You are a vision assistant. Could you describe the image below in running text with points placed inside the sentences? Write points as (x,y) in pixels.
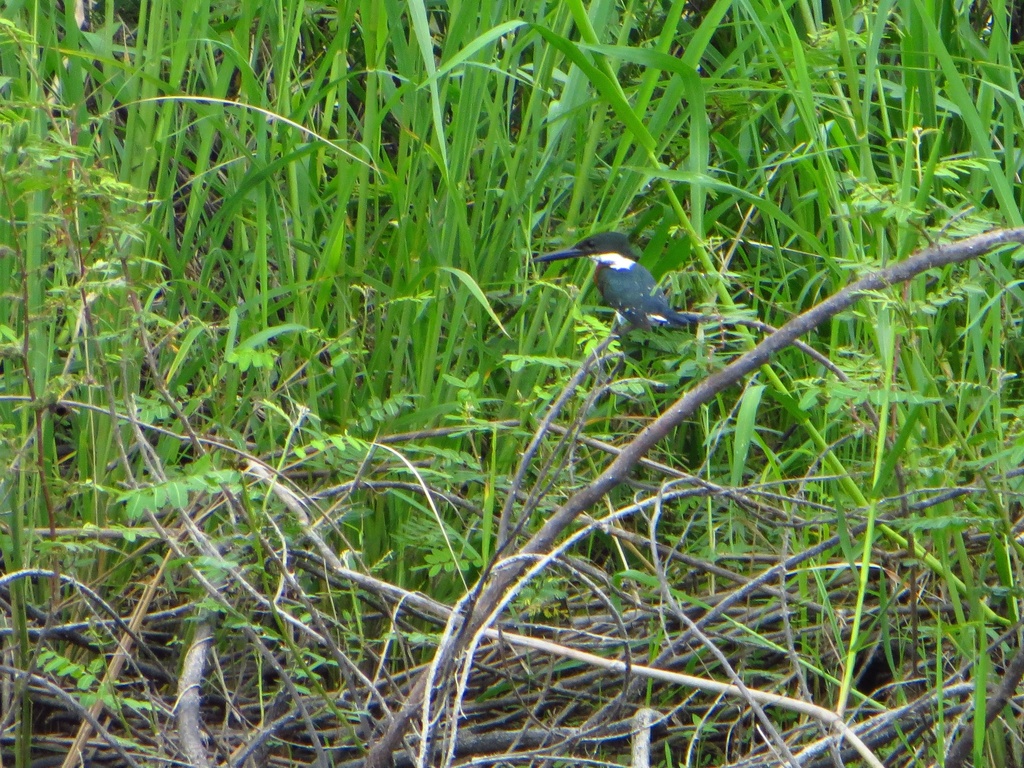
In this image we can see stems (617,696). Also there is grass (377,344). And we can see bird (618,308) on a stem (571,385).
